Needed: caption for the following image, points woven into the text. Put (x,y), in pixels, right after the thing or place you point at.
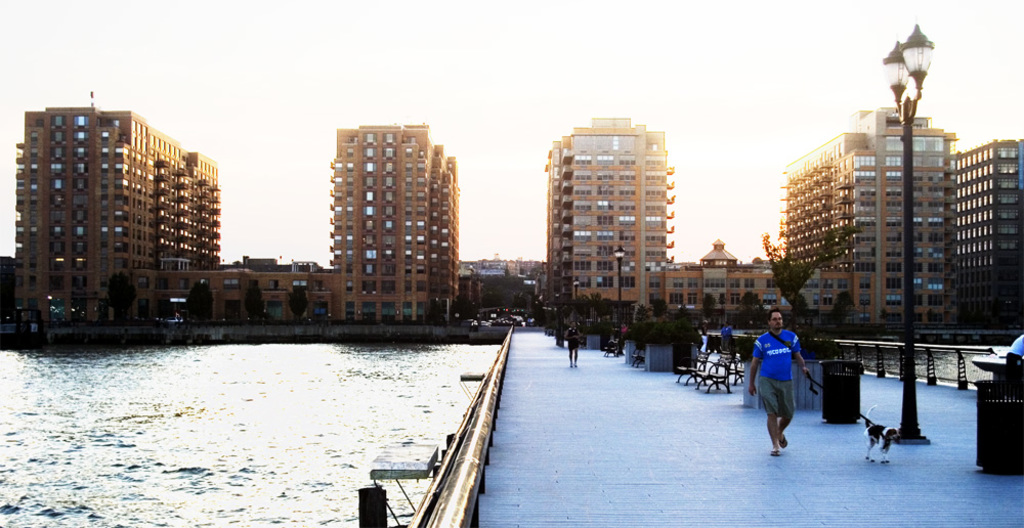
This is the picture of a city (957,249). On the right side of the image (790,338) there are two persons (753,374) walking on the road (716,456) and there is a dog (896,435) walking on the road (703,447) and there are three persons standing on the road (961,404). There are poles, plants (695,326), dustbins (979,407) and benches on the road (681,510). At the back (514,277) there are buildings (929,308) and trees (782,290). On the left side of the image (248,396) there is water (292,449). At the top (346,99) there is sky (506,93).
